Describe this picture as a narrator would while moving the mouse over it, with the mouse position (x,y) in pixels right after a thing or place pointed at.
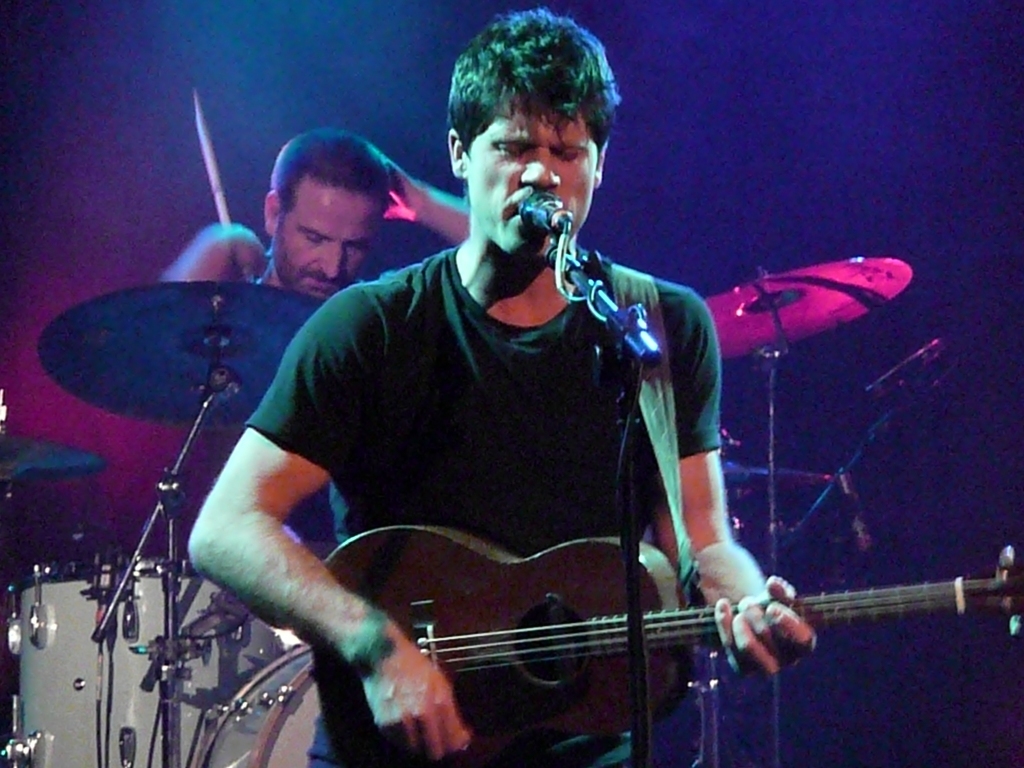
this picture shows a man (447,749) standing and playing guitar (570,547) and singing with the help of a microphone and we see drums (66,631) and a man (362,190) standing holding a drumstick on his back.
